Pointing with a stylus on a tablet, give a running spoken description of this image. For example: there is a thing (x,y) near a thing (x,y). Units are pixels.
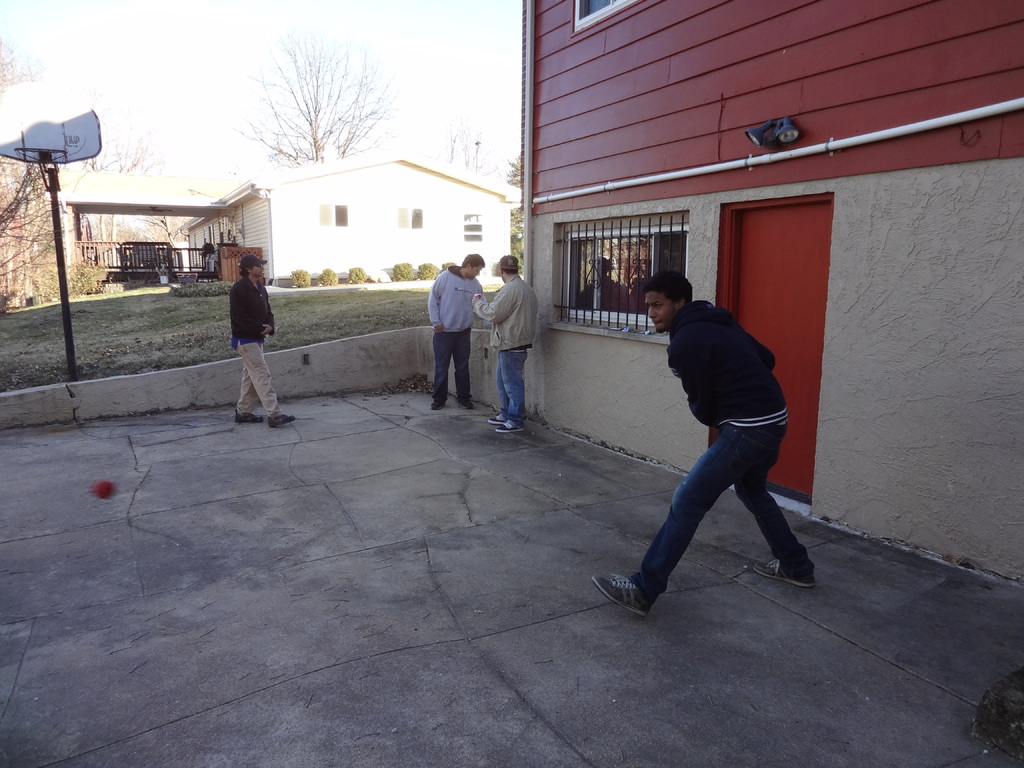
In this picture we can see there are four people (273,411) standing on the path (556,534) and behind the people (528,286) there are house (809,290), plants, pole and a sky (157,139).
